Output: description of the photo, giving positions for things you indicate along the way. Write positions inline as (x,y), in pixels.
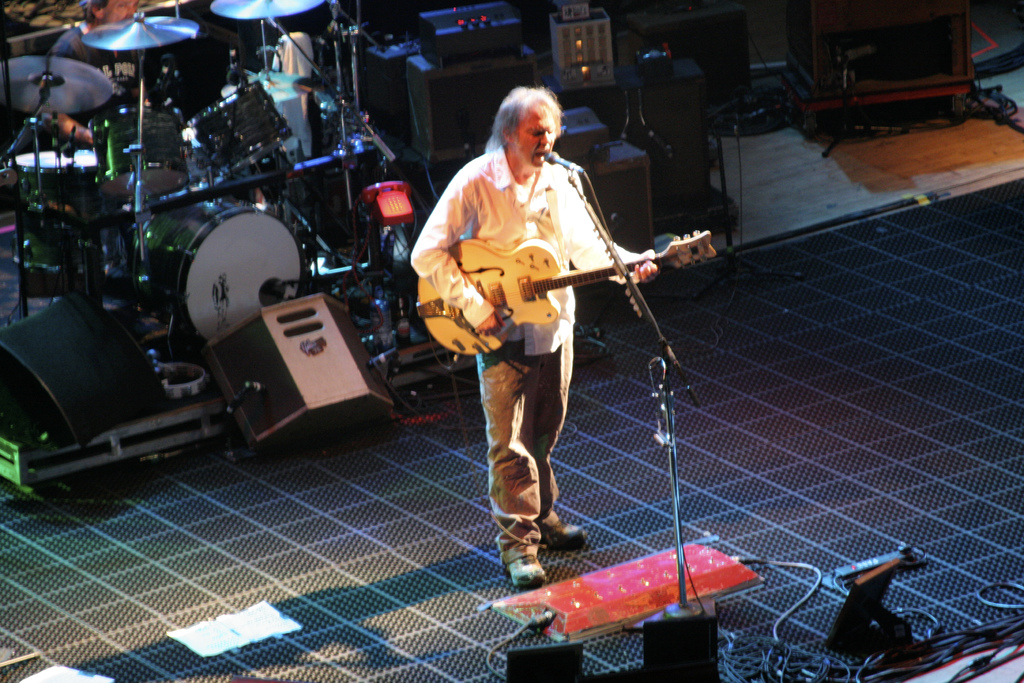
This picture is taken in musical concert and in the middle of this picture (512,381), we see a man (507,212) wearing white shirt (498,212) and brown pant (514,396) is holding guitar (538,260) in his hand (653,251) and playing it. He is even singing on a microphone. Behind him, we see many musical instruments (229,150) like drums (166,147) and we even see sound boxes (506,42) behind him.
